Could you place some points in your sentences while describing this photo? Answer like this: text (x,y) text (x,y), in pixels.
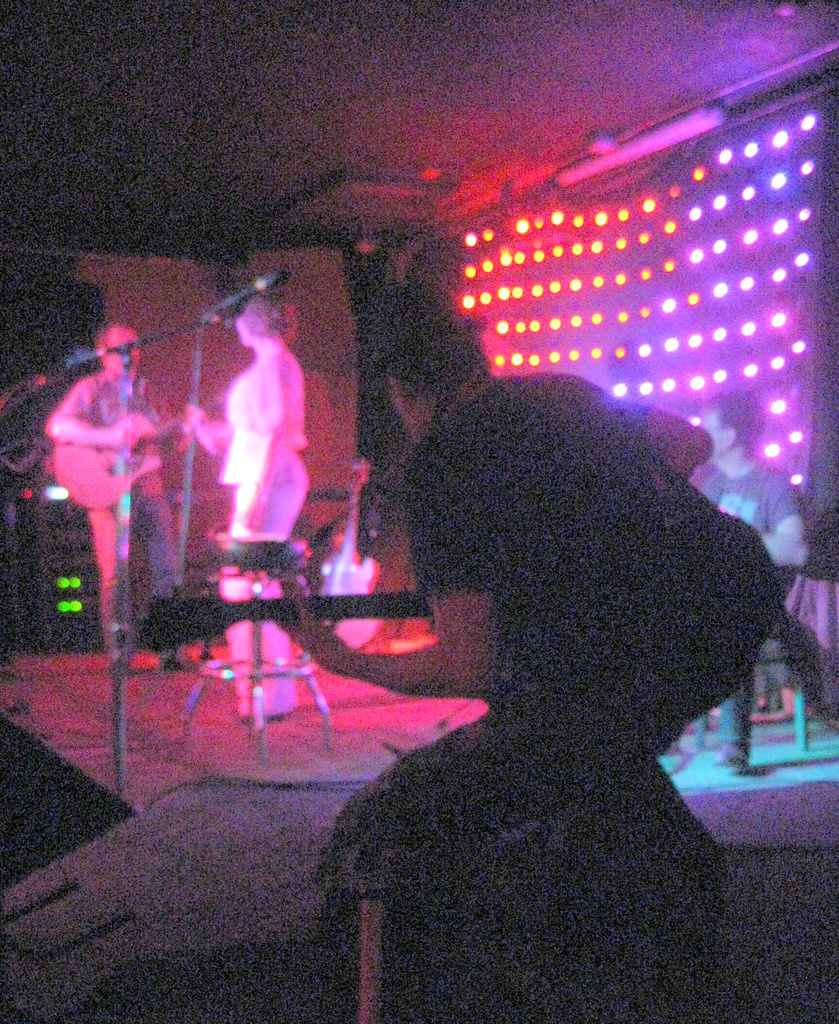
In this image I can see a person (625,556) wearing black color dress (607,617) is holding a musical instrument (386,608) in hand (318,615). I can see the stage (346,732) and few microphones (193,378), a person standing and holding a musical instrument (159,456) and a person (254,459) sitting on a chair (798,690). In the background (637,152) I can see the ceiling (379,87), few lights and few other objects (75,532).
